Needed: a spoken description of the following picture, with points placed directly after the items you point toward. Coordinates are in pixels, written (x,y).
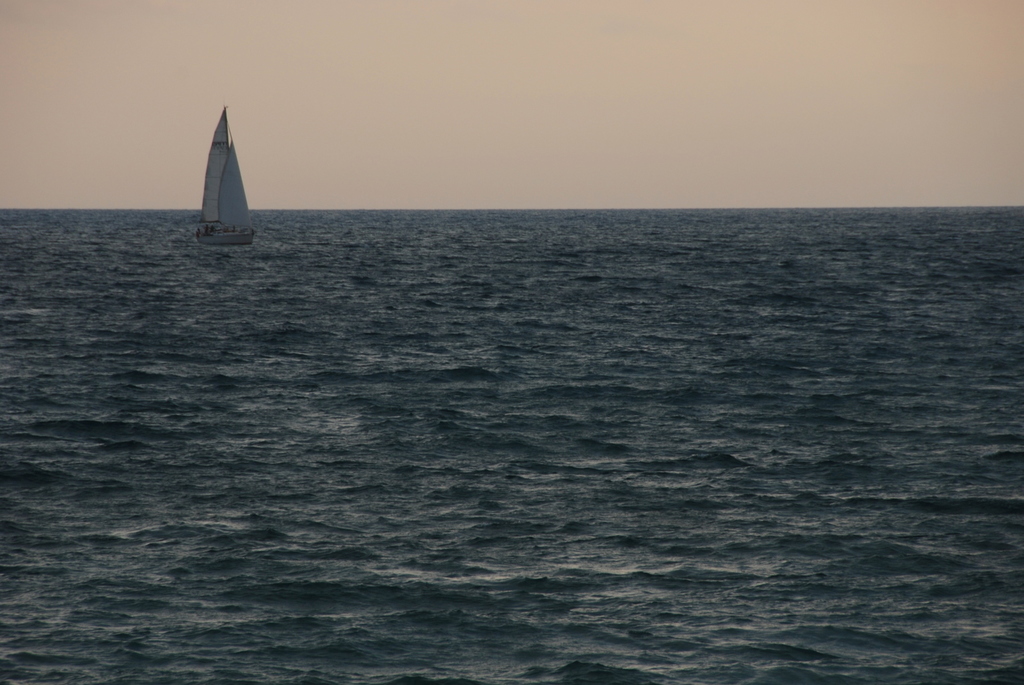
In this picture we can see a boat (240,219) in the water (606,445).
